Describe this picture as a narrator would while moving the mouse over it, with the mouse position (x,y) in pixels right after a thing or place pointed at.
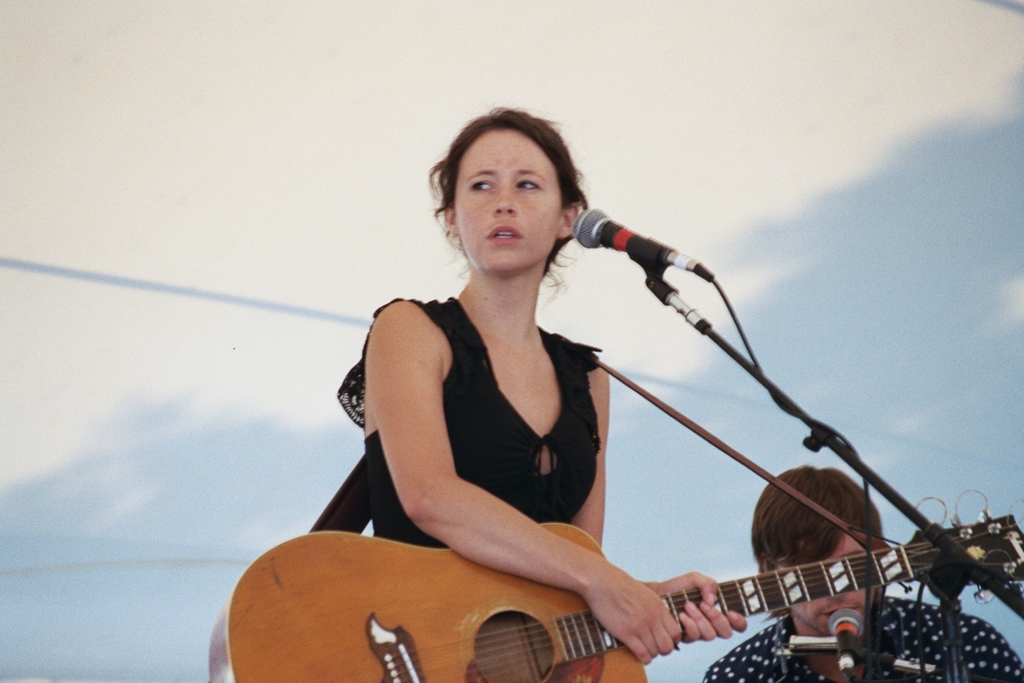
in this image there is a woman (536,440) wearing a black dress (521,441), holding a guitar (440,647) in her hand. in front of her there is a microphone (633,250) and its stand (719,336). behind her at the right side (776,489) there is a man (783,530) sitting wearing a black shirt (747,668). behind them there is a white and blue background (288,94).
